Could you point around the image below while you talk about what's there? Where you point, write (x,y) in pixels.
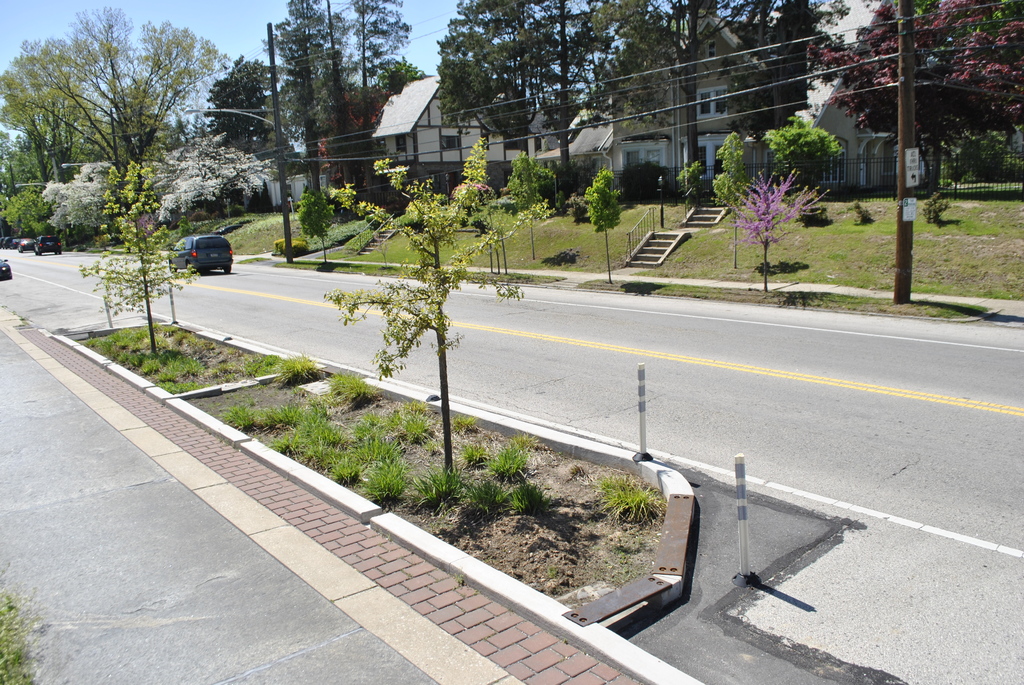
The image is taken on the streets (801,409) of a city (36,389). In the foreground (598,460) there are plants (321,404), shrubs (620,508), soil (431,468), and road (292,281). In the center of the picture (398,286) there are trees (507,85), houses (868,11), plants (427,255), grass (872,271), cars (23,239), poles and cables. In the background (230,12) it is sky (243,20).
